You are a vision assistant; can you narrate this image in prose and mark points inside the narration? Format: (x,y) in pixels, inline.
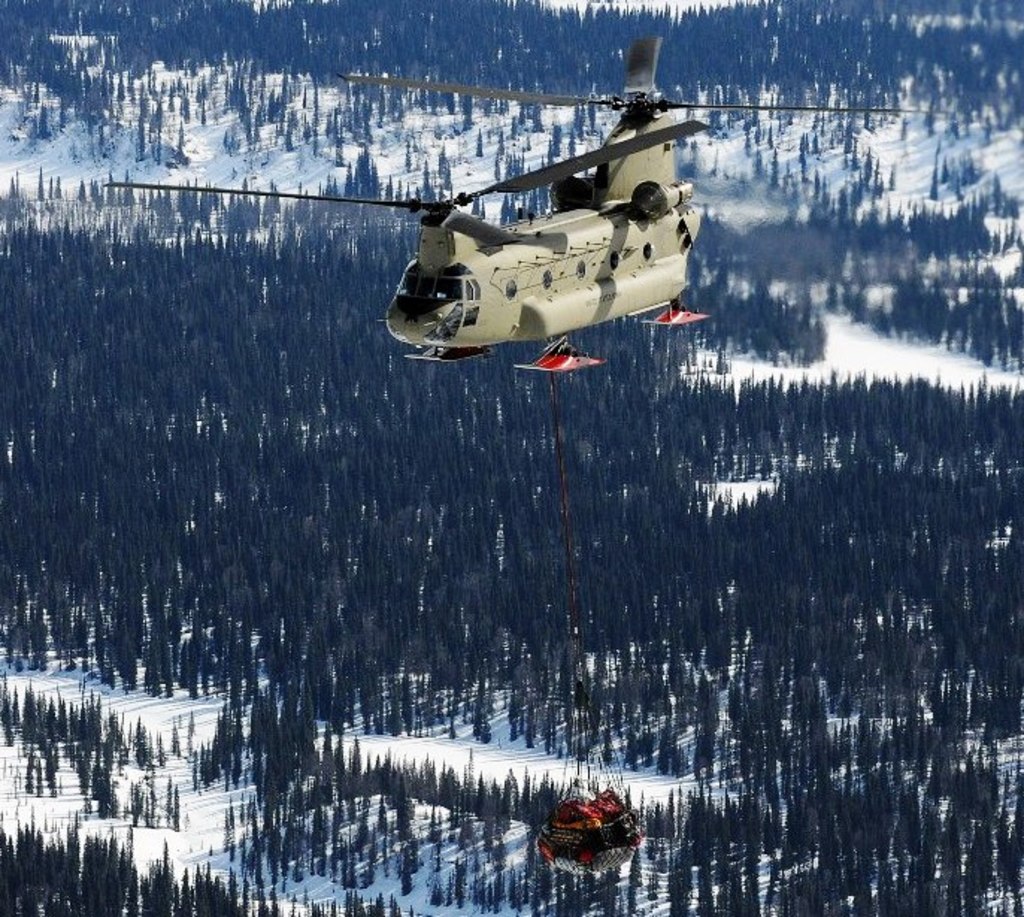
In this image there is helicopter (590,318) flying in the sky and there is an object (589,851) hanging. In the background (464,448) there are trees (752,391) and there is snow (237,831) on the ground (770,491).
